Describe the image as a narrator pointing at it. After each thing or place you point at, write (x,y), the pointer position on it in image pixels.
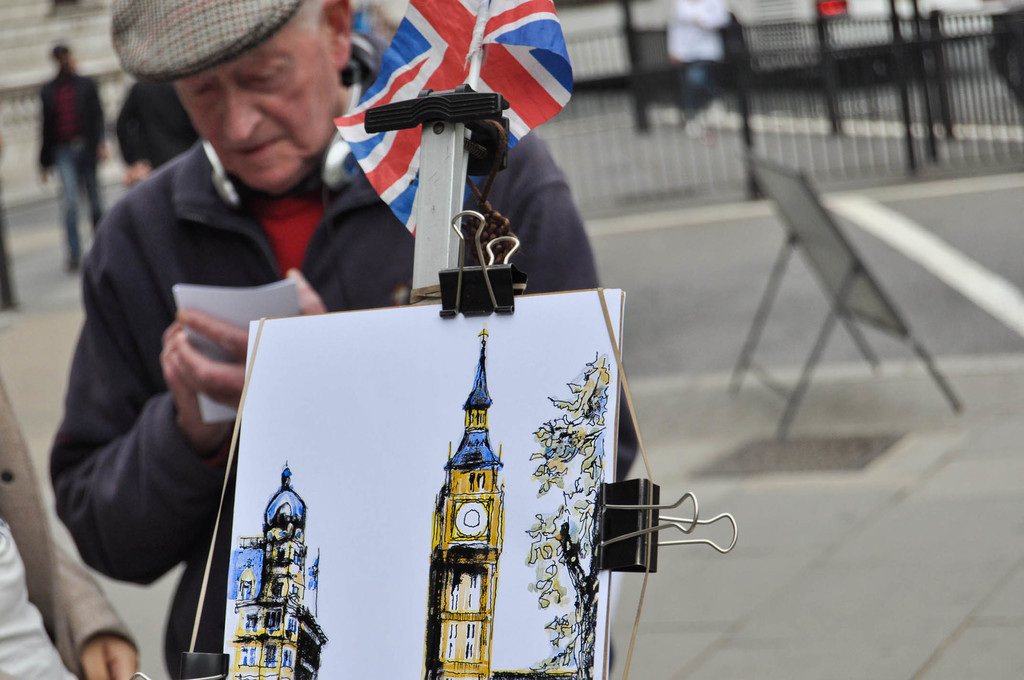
In this image, we can see a man (535,191) wearing a black color jacket (87,398) and holding a paper (266,286) in his hand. In the middle of the image (482,350), we can see a board (589,389), on the board (539,564), we can see a painting (433,610) on the paper (465,529). In the left corner (33,640), we can see hand (110,638) and leg (33,679) of a person (47,676). In the background (78,123), we can see a group of people (76,214), metal grill (839,86), pole (893,20), person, vehicles (871,26). At the bottom (717,562), we can see a road (677,318) and a footpath (852,570).
